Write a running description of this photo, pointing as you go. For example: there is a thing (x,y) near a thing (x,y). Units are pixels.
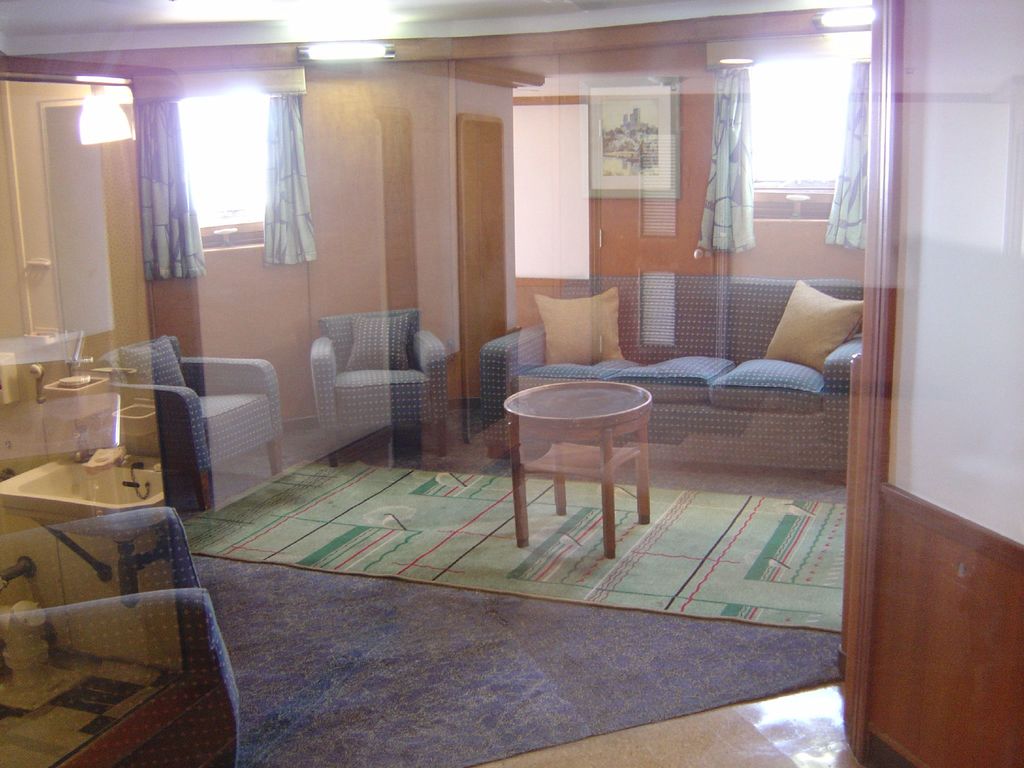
As we can see in the image there is a wall (313,214), window (246,169), curtain (271,180), sofas (804,374) and pillows (788,354).
